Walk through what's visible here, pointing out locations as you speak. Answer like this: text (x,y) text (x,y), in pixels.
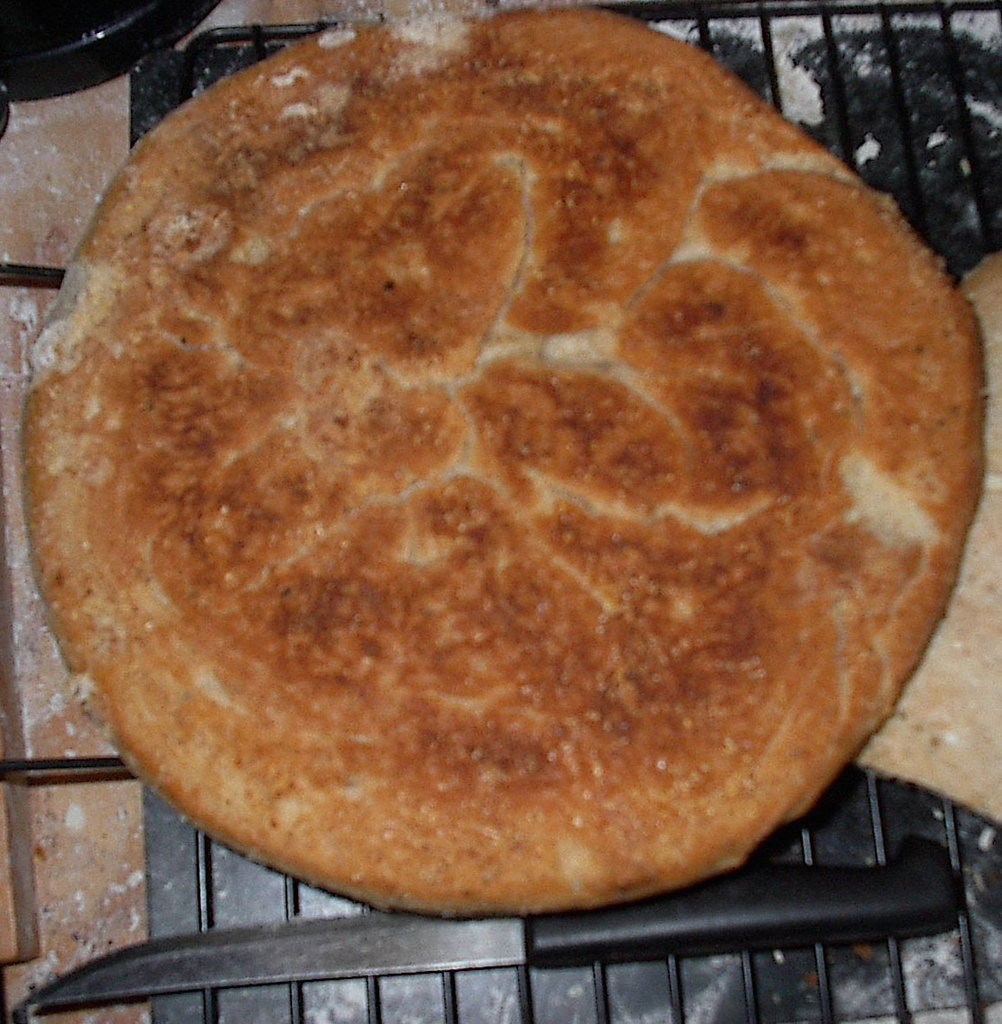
As we can see in the image there is knife (498,936) and dish (412,572).
